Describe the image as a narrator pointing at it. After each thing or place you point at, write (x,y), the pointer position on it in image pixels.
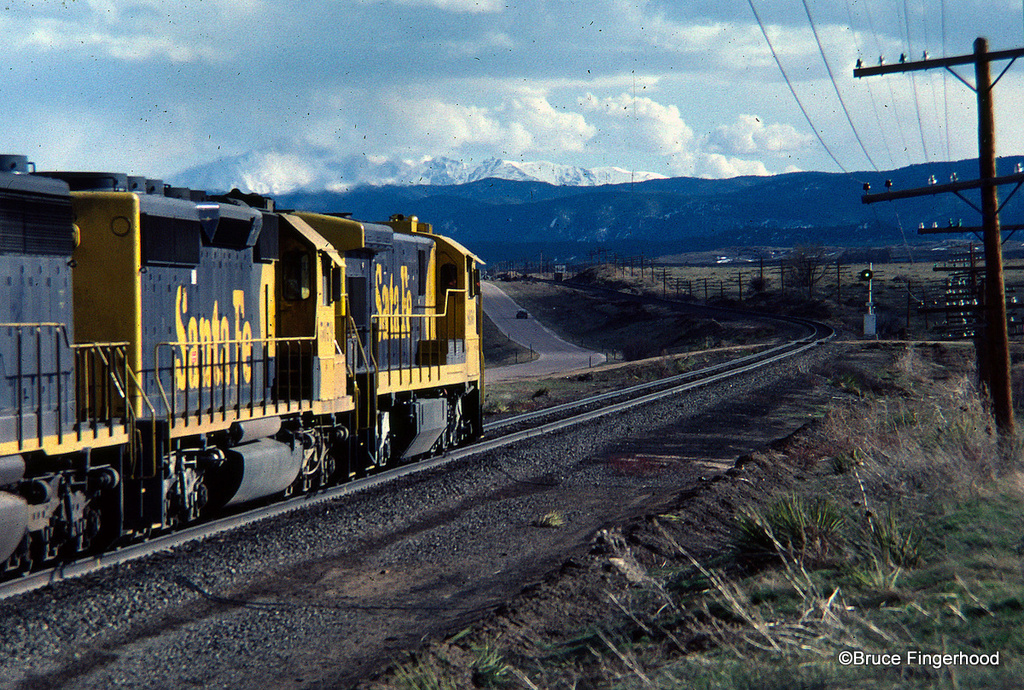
In this picture, we see a train (294,327) moving on the tracks (681,377). In the right bottom of the picture (818,571), we see grass (829,544). We see an electric poles (950,266) and wires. There are trees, electric poles (963,286) and hills (563,180) in the background (604,189). At the top of the picture (532,104), we see the sky (416,24) and the clouds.
